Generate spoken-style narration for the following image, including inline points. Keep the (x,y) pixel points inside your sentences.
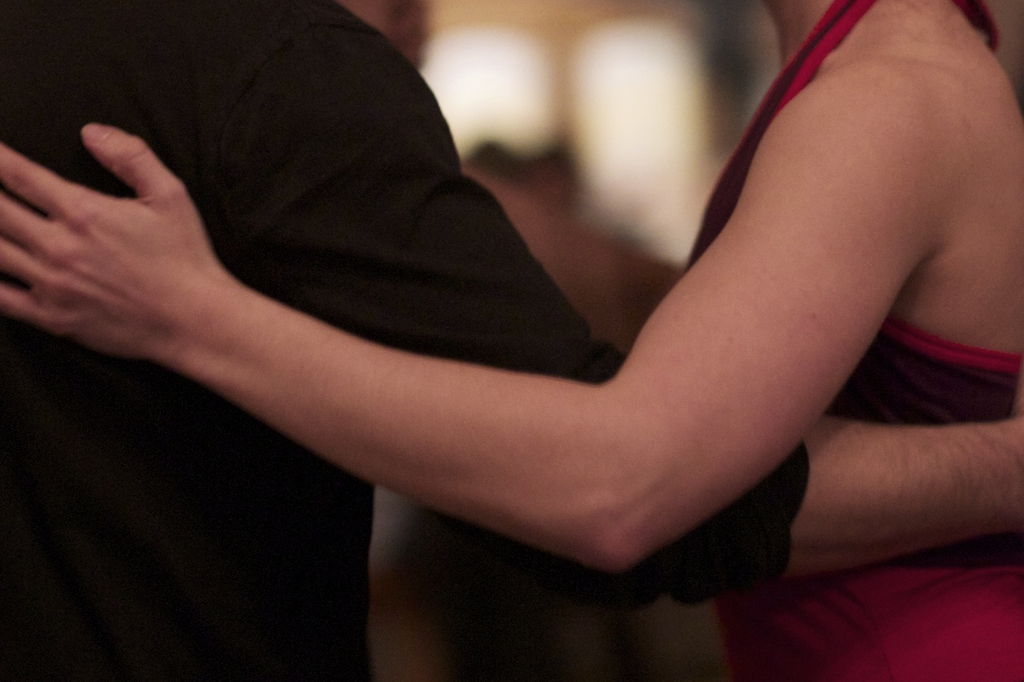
In this image, we can see persons (889,466) wearing clothes (864,403).
